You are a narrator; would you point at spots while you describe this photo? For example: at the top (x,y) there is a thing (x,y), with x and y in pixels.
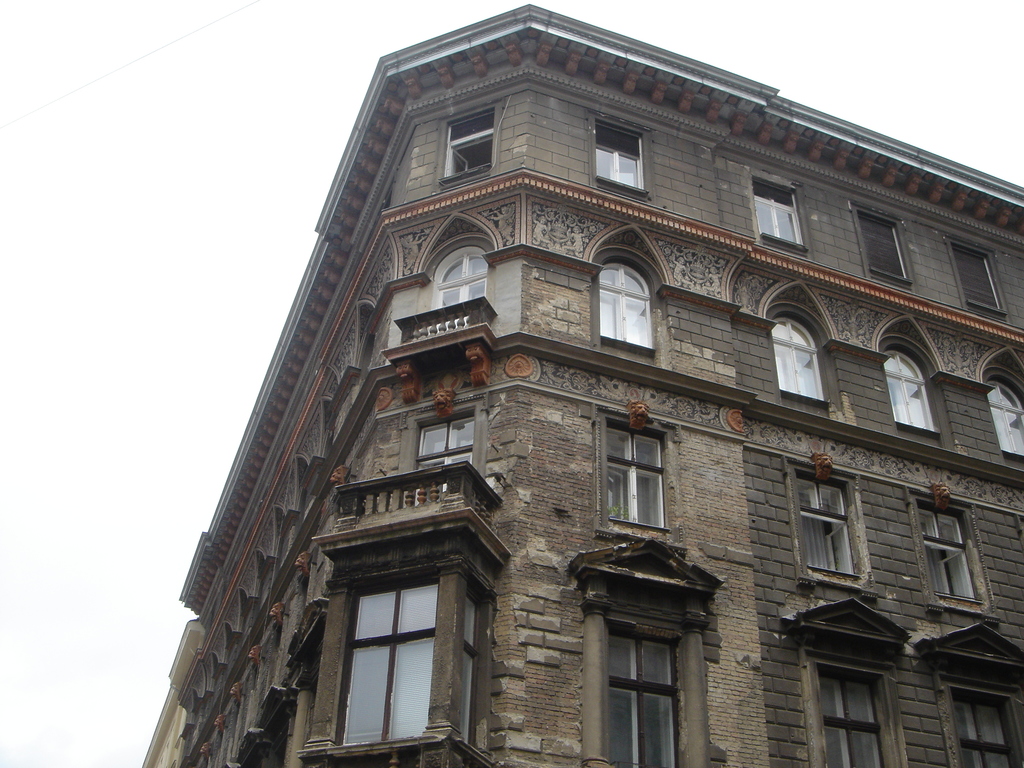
In this image there is a building (590,582) and in front there are windows (412,625), balconies (439,522).
